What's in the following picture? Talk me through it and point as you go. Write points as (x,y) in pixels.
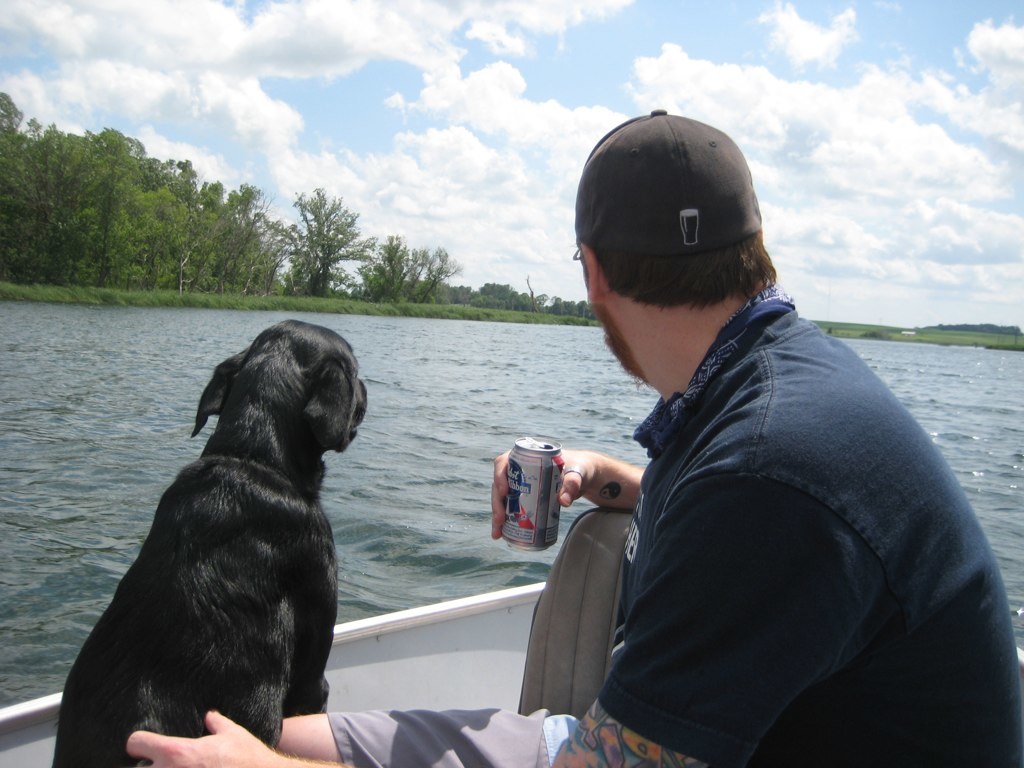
In this image there is a man (709,736) holding a tin (541,480) and sitting in the boat (498,669) and there is a dog (241,609) beside the man (832,505) and at the bottom (426,574) there is a water (446,464) and at the left (90,201) there are tree (94,189) and at the top (272,122) there is a sky (355,118) with clouds (319,17).
